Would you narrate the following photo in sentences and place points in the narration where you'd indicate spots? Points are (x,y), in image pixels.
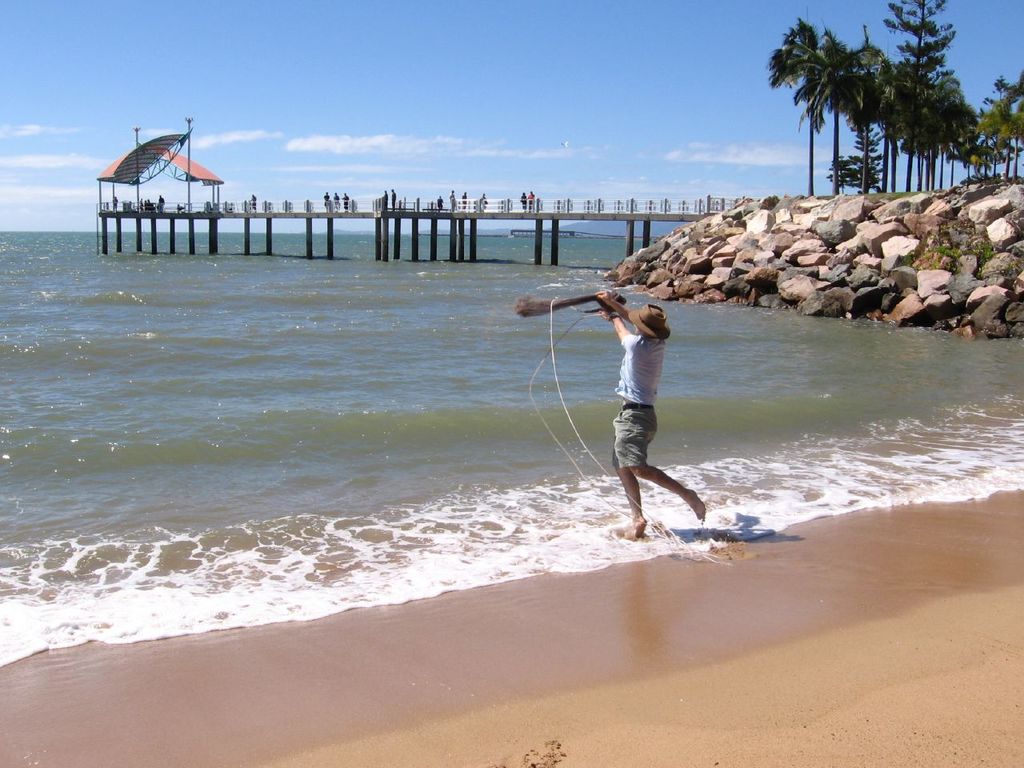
In this image I can see a person (657,326) standing and holding an object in the front (626,308). There is water (444,412), there are rocks (770,255) and trees (887,183) on the right (902,210). There is a pier (575,202) in the center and people (253,200) are standing on it. There is sky (434,146) at the top (434,146).
